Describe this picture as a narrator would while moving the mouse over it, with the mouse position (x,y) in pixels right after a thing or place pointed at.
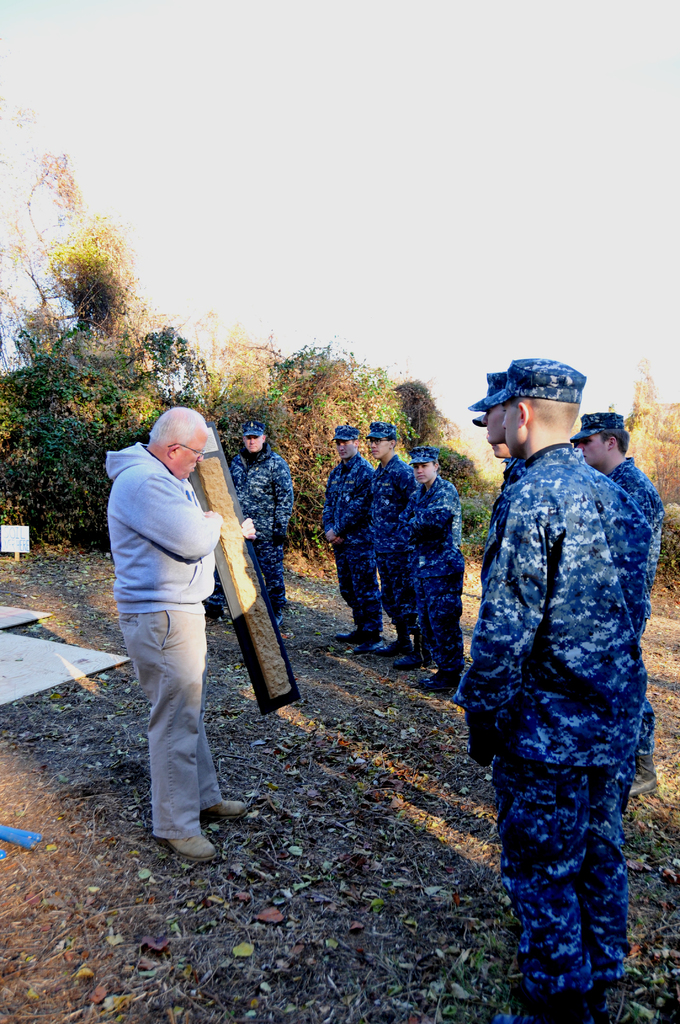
In this image I can see a person (163,542) wearing grey jacket (163,551), pant (184,792) and brown shoe (197,840) is standing and holding an object (291,690) in his hand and I can see few other persons (385,552) wearing military uniforms (520,600) are standing before him on the ground (469,794). In the background (22,504) I can see few trees (5,497), a white colored board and the sky (353,216).
